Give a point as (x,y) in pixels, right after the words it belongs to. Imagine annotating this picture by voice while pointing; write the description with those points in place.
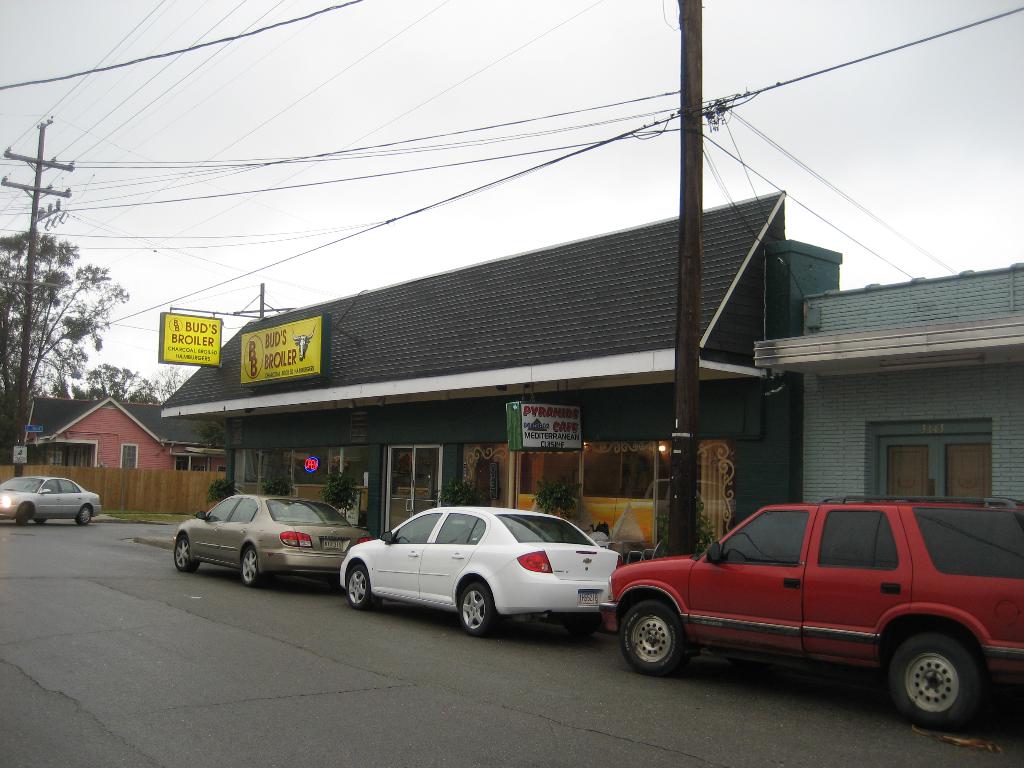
In the foreground of this image (220,686), there is a road (259,701) and few vehicles (341,530) are placed side to a road (765,669). In the middle (449,369), there are few buildings (544,450), a pole (679,451), windows (664,463), few boards (271,349) and cables (464,197). At the top (568,54), there is the sky (568,76). In the background (60,415), there is a house (125,447), a vehicle (15,511) moving on the road (39,524), pole (27,386) and few trees (72,339).
